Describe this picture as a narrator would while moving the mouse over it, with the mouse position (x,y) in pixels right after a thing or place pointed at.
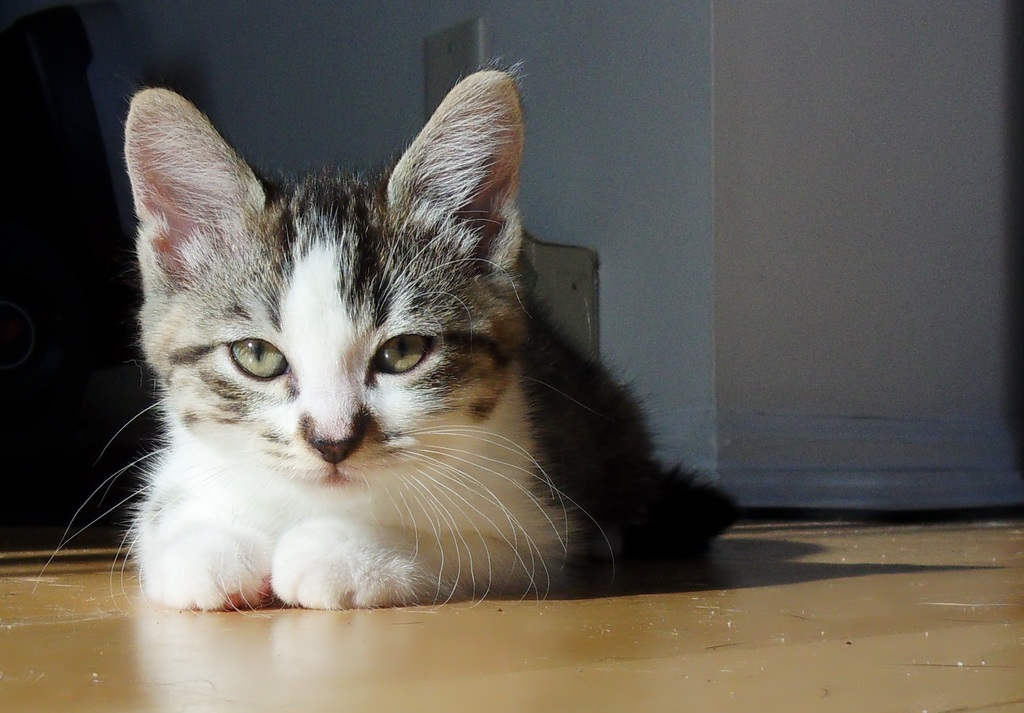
This picture seems to be clicked inside the room (520,120). In the foreground (422,500) we can see a cat (470,530) seems to be sitting on the floor (235,645). In the background (570,335) we can see the wall (804,223) and some other objects (573,259).
